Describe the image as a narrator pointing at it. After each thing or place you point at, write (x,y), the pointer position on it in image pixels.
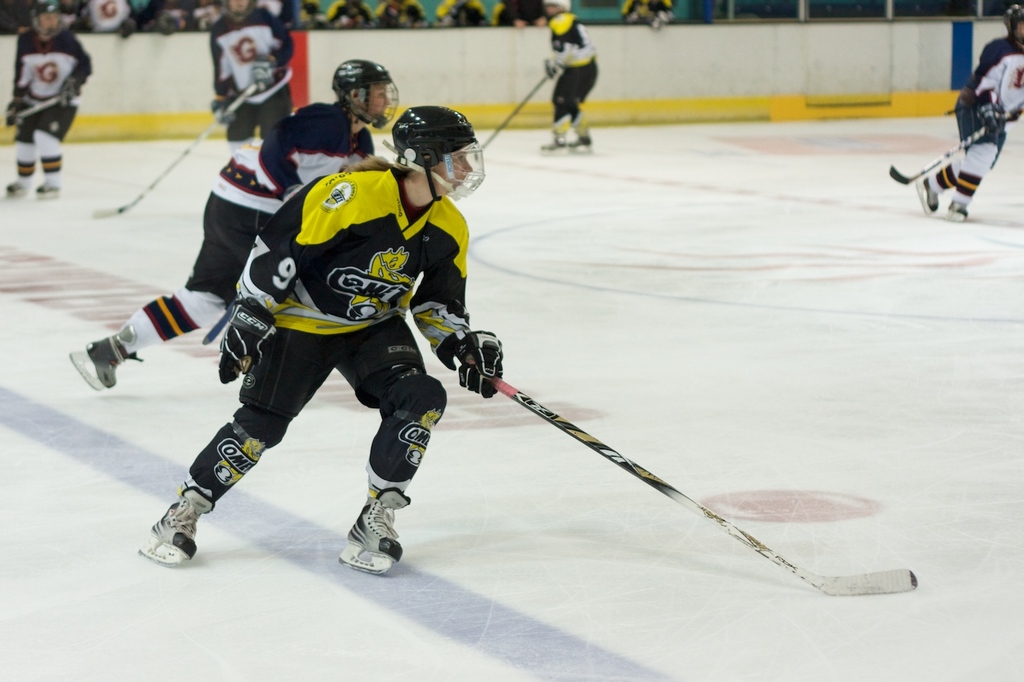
In this image we can see people (400,362) playing ice hockey. The people (372,257) were holding hockey sticks (680,498) and they wore helmets (423,165). In the background (441,56) we can see people (443,19) and a wall (360,40).
